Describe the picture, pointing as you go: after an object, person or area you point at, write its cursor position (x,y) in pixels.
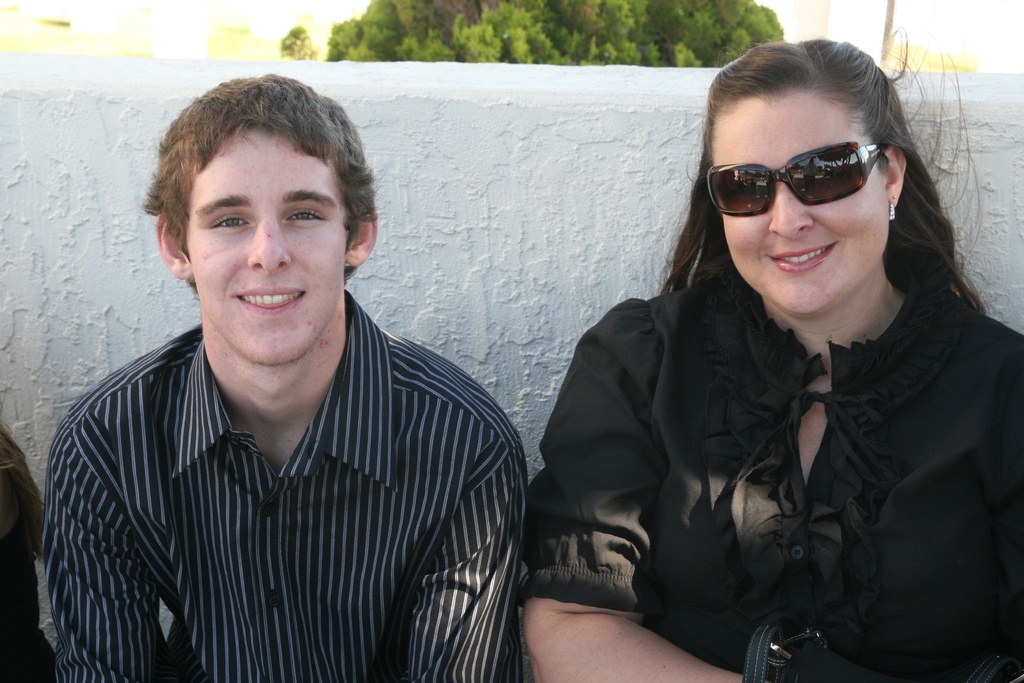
In this image there are two persons (332,275), they both are smiling, may be visible in front of the wall (559,142), at the top (424,32) there is a tree (719,0).
